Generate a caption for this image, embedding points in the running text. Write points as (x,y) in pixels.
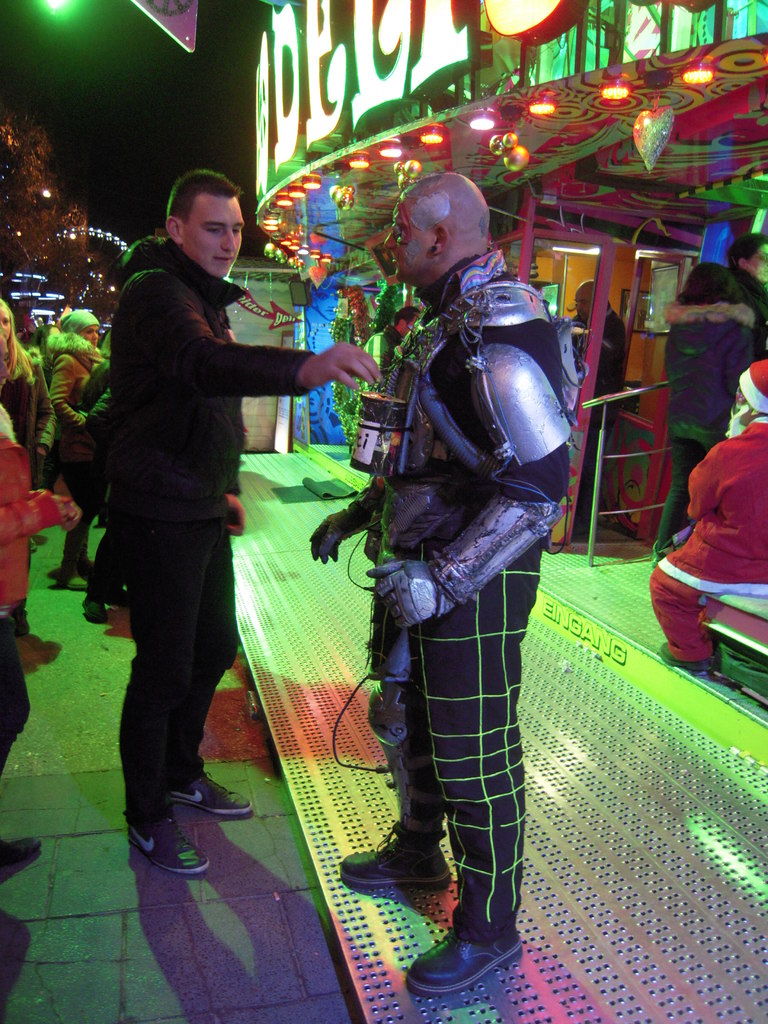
In this image we can see two men (198,471) are standing. One man (194,300) is wearing a jacket (146,480), jeans (161,655) and shoes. The other man (532,405) is wearing robot costume (397,624). In the background (30,221), we can see people (25,521), trees (46,217), shop (328,246), banner (390,0) and railing (617,394). There are people (690,411) on the right side of the image (674,601).
